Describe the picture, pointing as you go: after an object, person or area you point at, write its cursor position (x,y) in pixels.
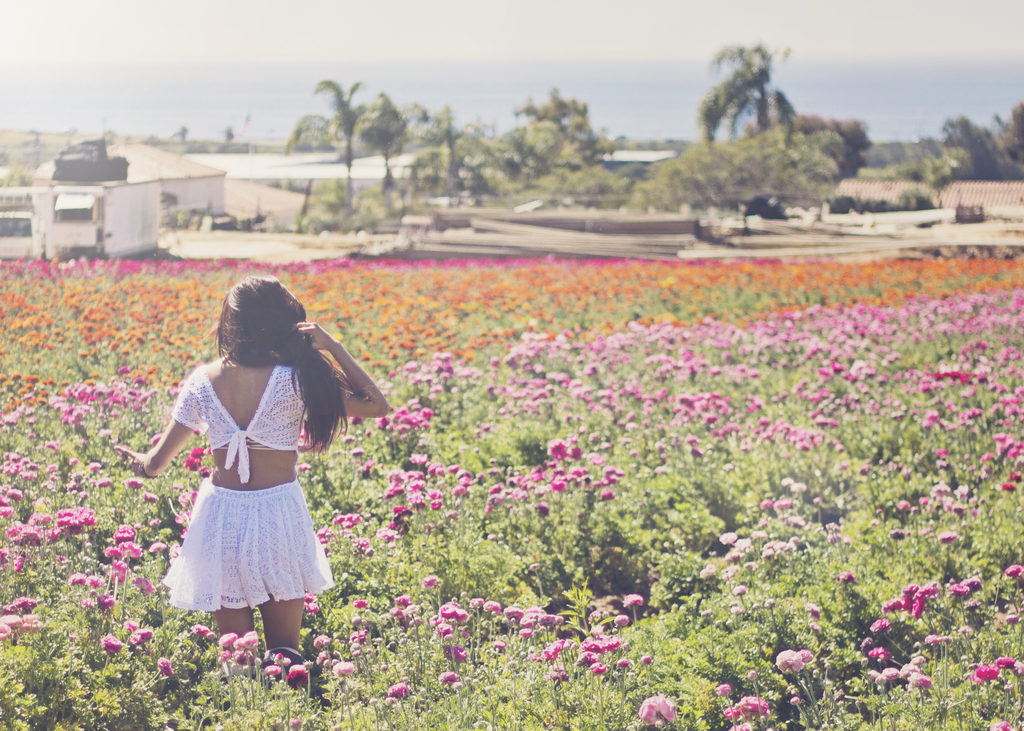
In this image there is one women (280,491) standing on the left side of this image (241,487) is wearing white color dress (263,504). There are some plants (654,532) and some flowers (440,493) on the bottom of this image (716,502). There are some trees (776,145) on the top right side of this image (701,139). There is a sky (365,50) on the top of this image (479,44).
